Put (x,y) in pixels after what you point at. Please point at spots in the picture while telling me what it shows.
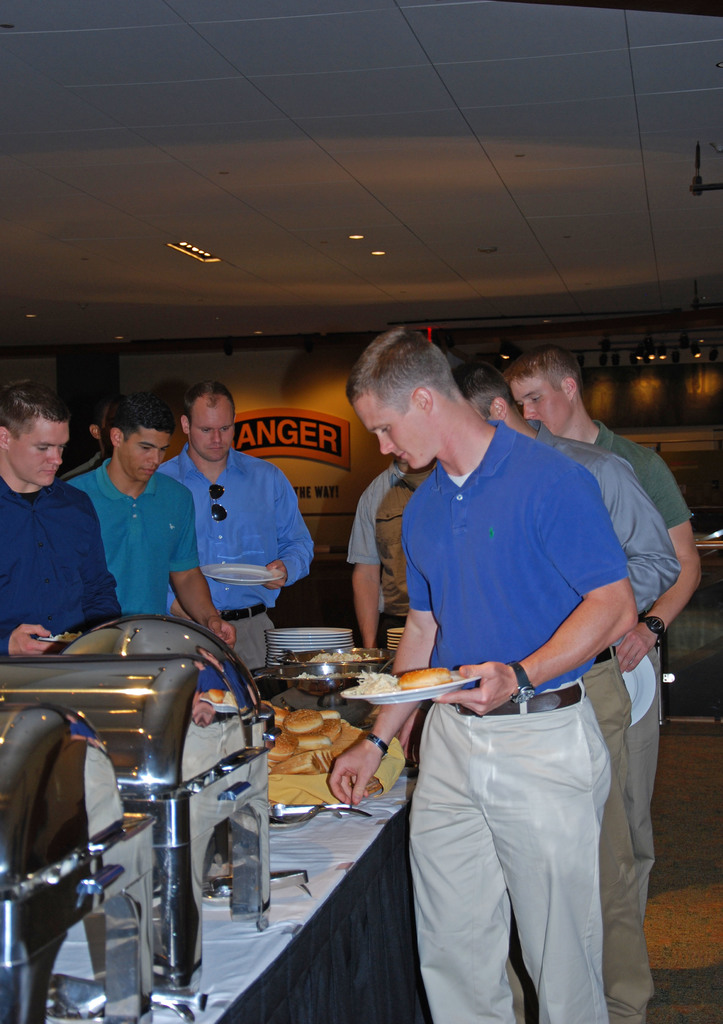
This image is clicked inside a room (354,631). There are lights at the top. There is a table (73,952) at the bottom (317,716), on that there are plates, eatables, spoons (229,893), knives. There are some persons (28,434) in the middle (390,485).
